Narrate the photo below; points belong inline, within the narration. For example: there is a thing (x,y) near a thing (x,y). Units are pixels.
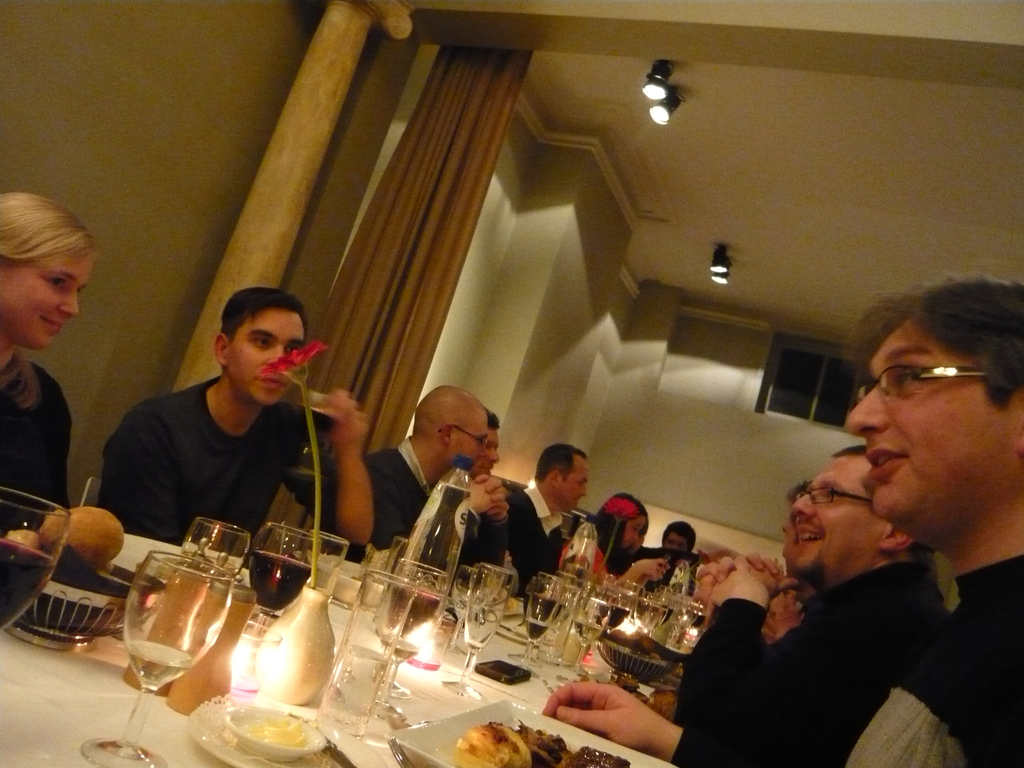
Picture inside of a restaurant (136,576). On top (654,96) this are lights (663,117). This persons (559,498) are sitting on a chair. Most of the persons (552,538) wore black dress (409,509). On this table (27,728) there are bottles (433,557), glasses (210,590), bowl (88,600) and food (532,764).
